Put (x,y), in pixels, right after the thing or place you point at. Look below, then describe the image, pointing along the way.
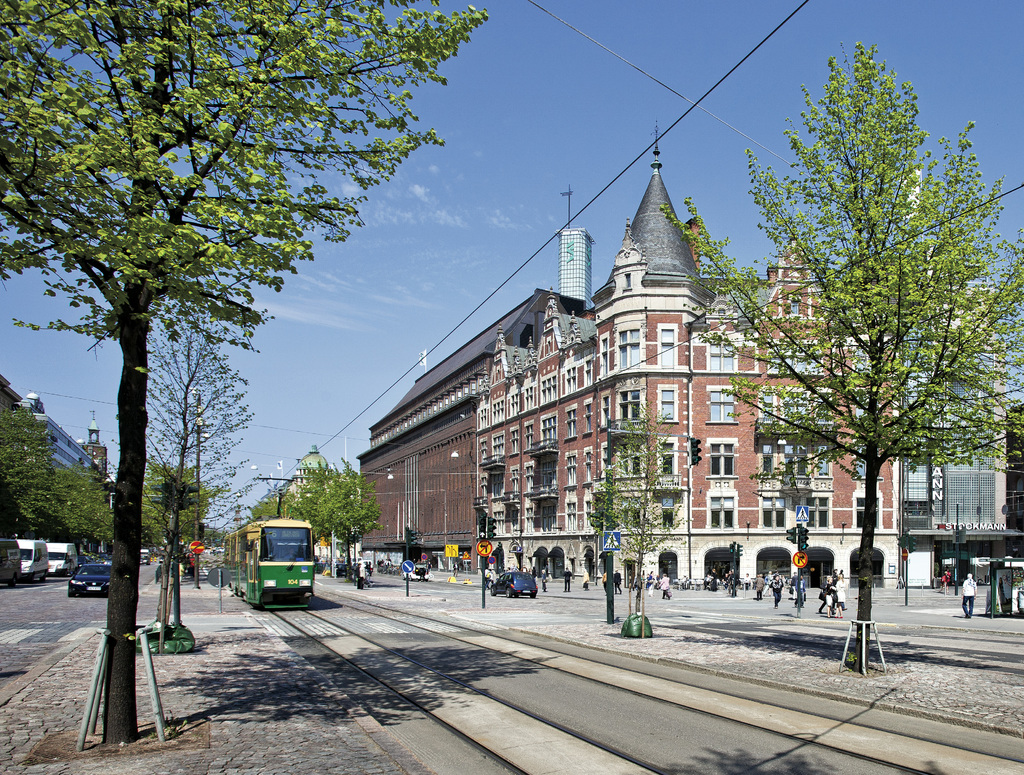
In this image we can see tram (308,596) on the tracks (394,672). On the left side of the image (122,566), we can see vehicles (41,580) on the road (12,607), trees (15,444) and buildings (89,454). In the background (454,463), we can see buildings (547,463), people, signal lights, wires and trees (892,390). At the top of the image (704,93), we can see the sky (636,112).
